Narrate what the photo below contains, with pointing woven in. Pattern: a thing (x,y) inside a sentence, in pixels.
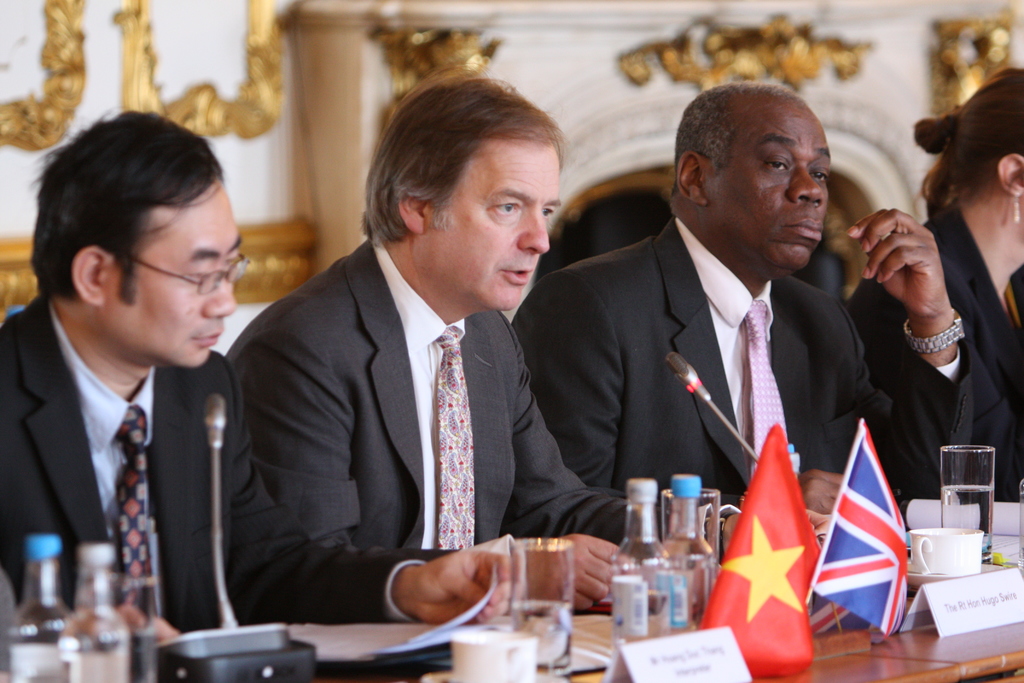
There are three men (854,328) and a woman (962,315) sitting. This looks like a table (862,671) with the flags (858,564), bottles (640,568), glasses (565,589), papers (381,646), cups (937,550) and saucers (923,582), name boards (656,663), mikes (679,362) and few other things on it. In the background (581,113), that looks like a wall (745,50) with the design (740,54).
